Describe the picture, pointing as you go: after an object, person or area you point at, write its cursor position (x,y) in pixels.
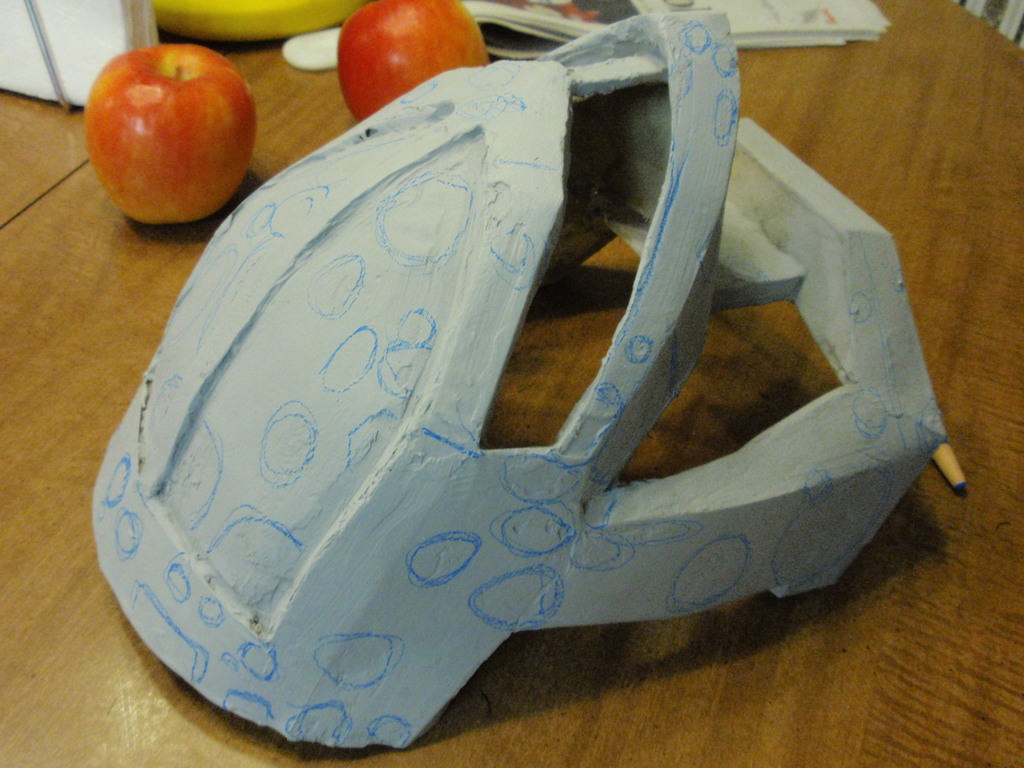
In this image we can see a helmet (711,55) made of wood (655,32) and at the top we can see two apples (231,93) on the table (943,130).
